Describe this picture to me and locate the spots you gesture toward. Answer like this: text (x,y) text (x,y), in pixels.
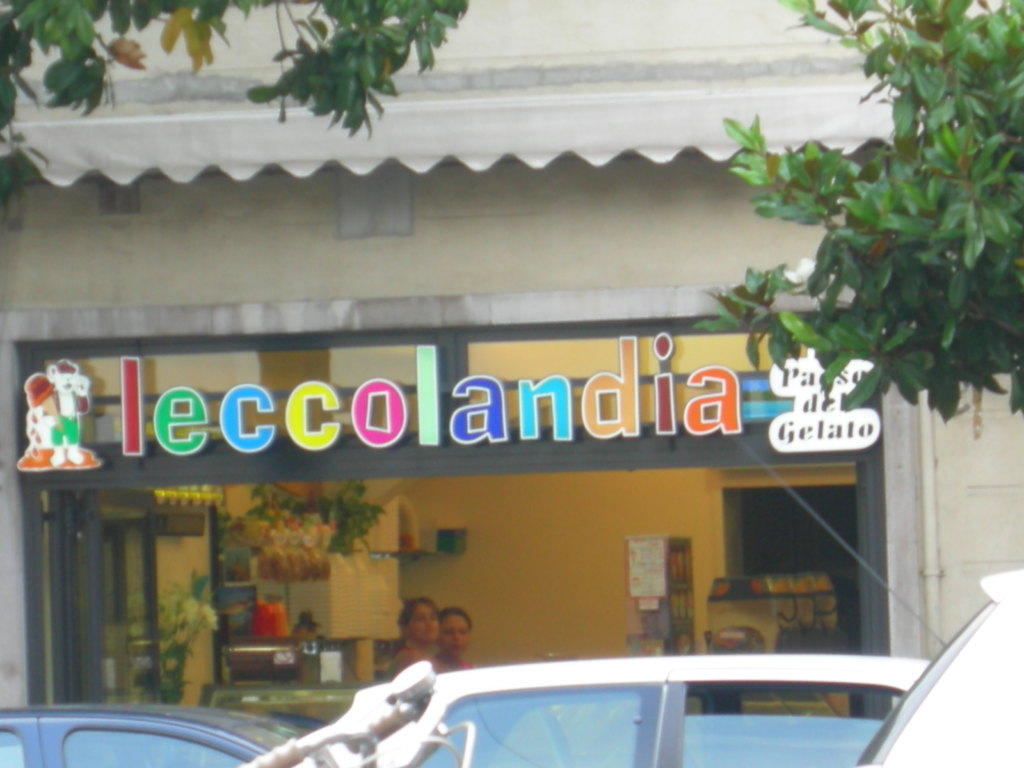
In this image, there is an outside view. There are cars (611,757) in front of the building (439,429). There are branches (915,196) in the top right (917,49) and in the top left of the image (130,62).
